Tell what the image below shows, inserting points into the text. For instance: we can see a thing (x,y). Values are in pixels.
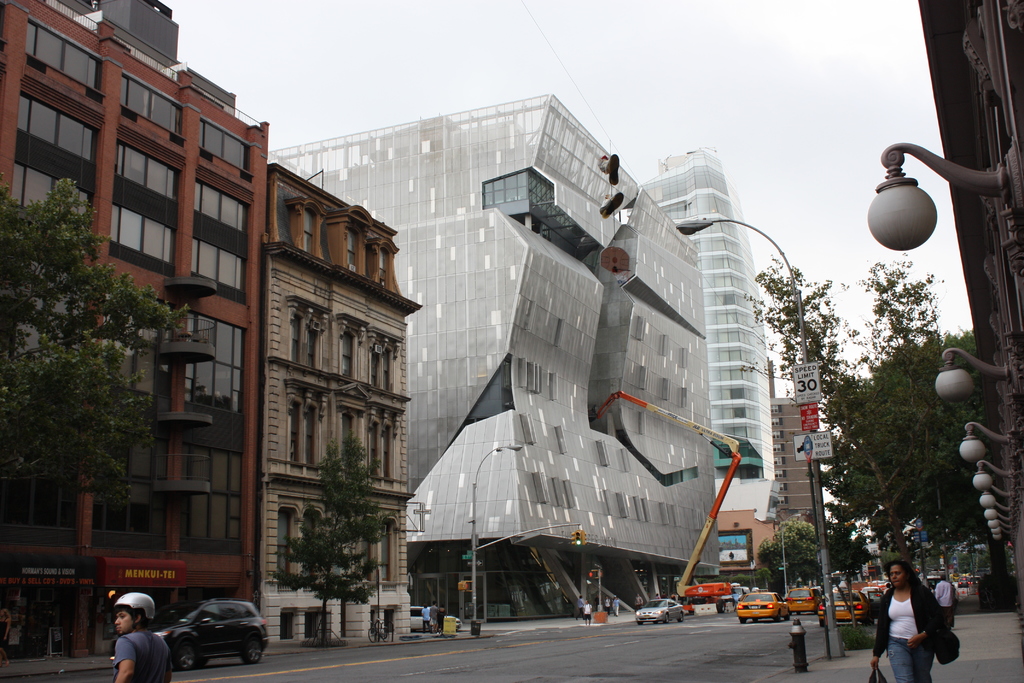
In the image we can see there are people (587,614) standing on the footpath (970,609) and there are cars (844,613) parked on the road (643,634). Behind there are buildings (162,506) and there are trees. There are street light poles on the road (660,643) and there is a crane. There is a cloudy sky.
